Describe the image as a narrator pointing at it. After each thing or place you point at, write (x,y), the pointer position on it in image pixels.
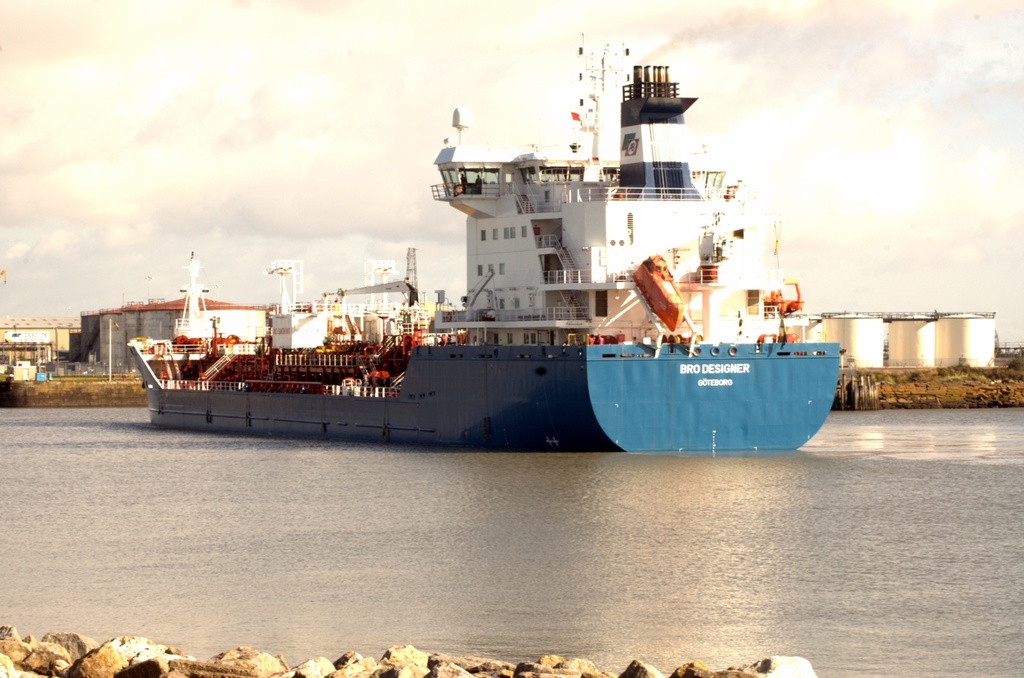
In this image there is a ship (338,390) in the water (304,442). In the background (129,309) there are so many factories (1019,354). At the bottom (328,664) there are stones (397,661). In the ship (578,270) there is a building (572,234). There are few towers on the land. On the right side (922,337) there are big containers (918,338) on the ground (928,369).
